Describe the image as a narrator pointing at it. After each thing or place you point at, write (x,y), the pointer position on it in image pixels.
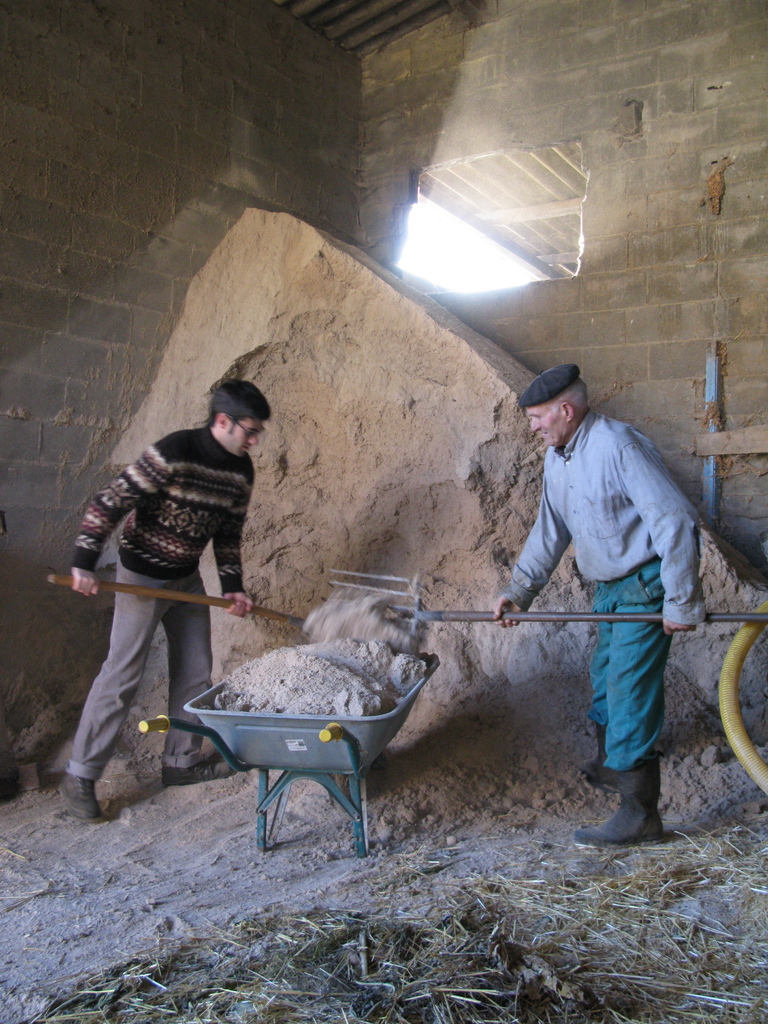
In this given picture, I can see two persons (575,504), One is on my left other person (579,492) is on my right holding few tools (134,591) and filling the mud (353,669) in a small trolley (291,694) and i can see a lot of mud (349,372), i can see a wall (273,199).
